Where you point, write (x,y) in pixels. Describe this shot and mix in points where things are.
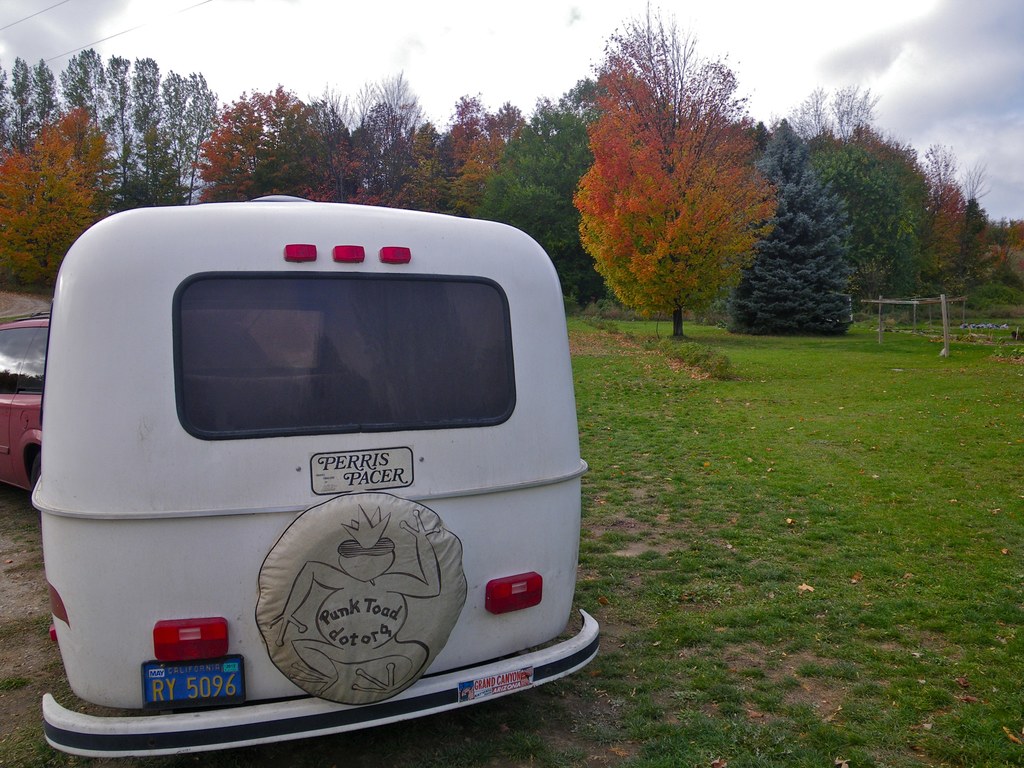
In this picture there is a white color van (535,504). In front of the van (106,354) we can see a red car (2,385). On the right (878,302) we can see wooden poles (947,312). On the background (969,210) we can see many trees (846,170). On the top (619,22) we can see sky (754,39) and clouds (905,19). On the bottom right corner (789,685) we can see grass (846,601).
